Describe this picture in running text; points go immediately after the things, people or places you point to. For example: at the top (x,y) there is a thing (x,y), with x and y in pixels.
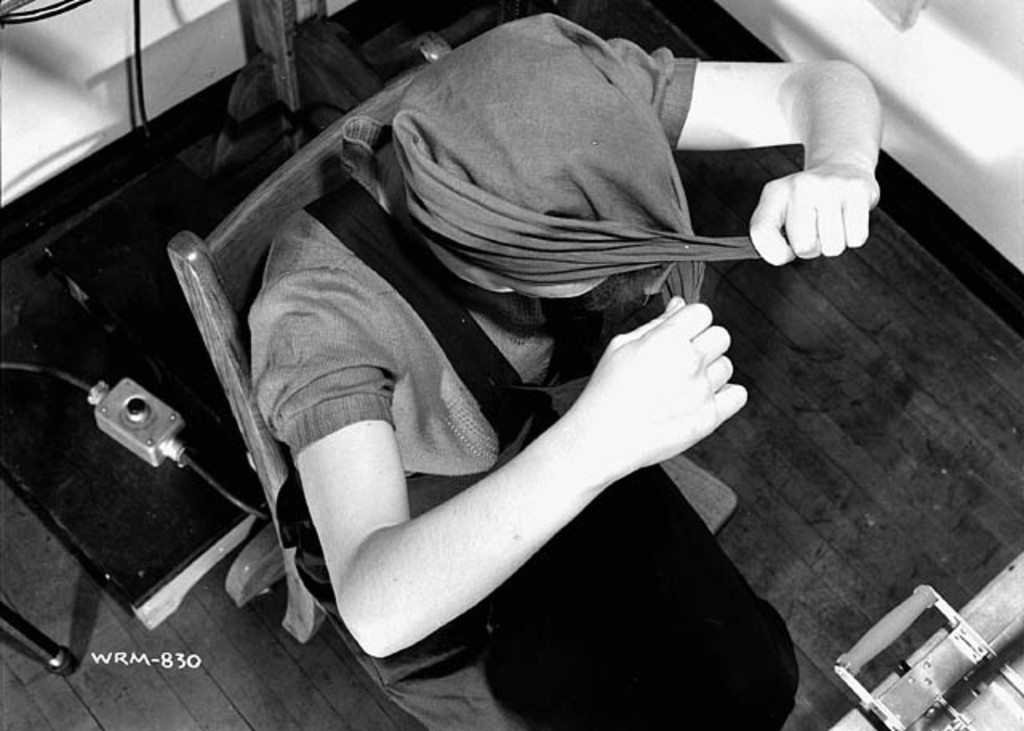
It looks like a black and white picture. We can see a person (440,403) is sitting on a chair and behind the person (319,364) there are some items (72,296) and a wall (118,133).
